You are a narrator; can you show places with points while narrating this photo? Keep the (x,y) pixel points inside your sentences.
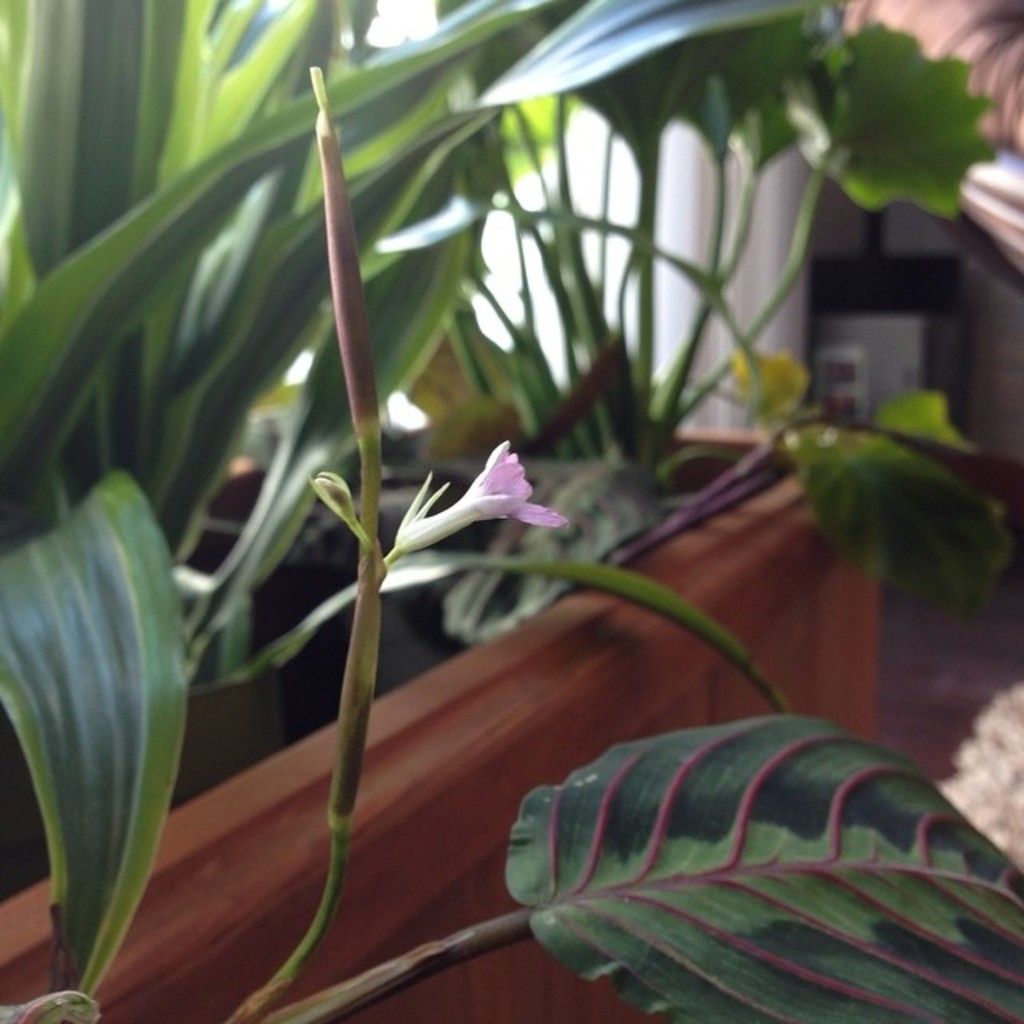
In this picture there is a pink and yellow color flowers (493,502) on the plants (367,195) and there are plants (859,527) on the pots (801,645). At the back (907,264) there is an object (864,291).
